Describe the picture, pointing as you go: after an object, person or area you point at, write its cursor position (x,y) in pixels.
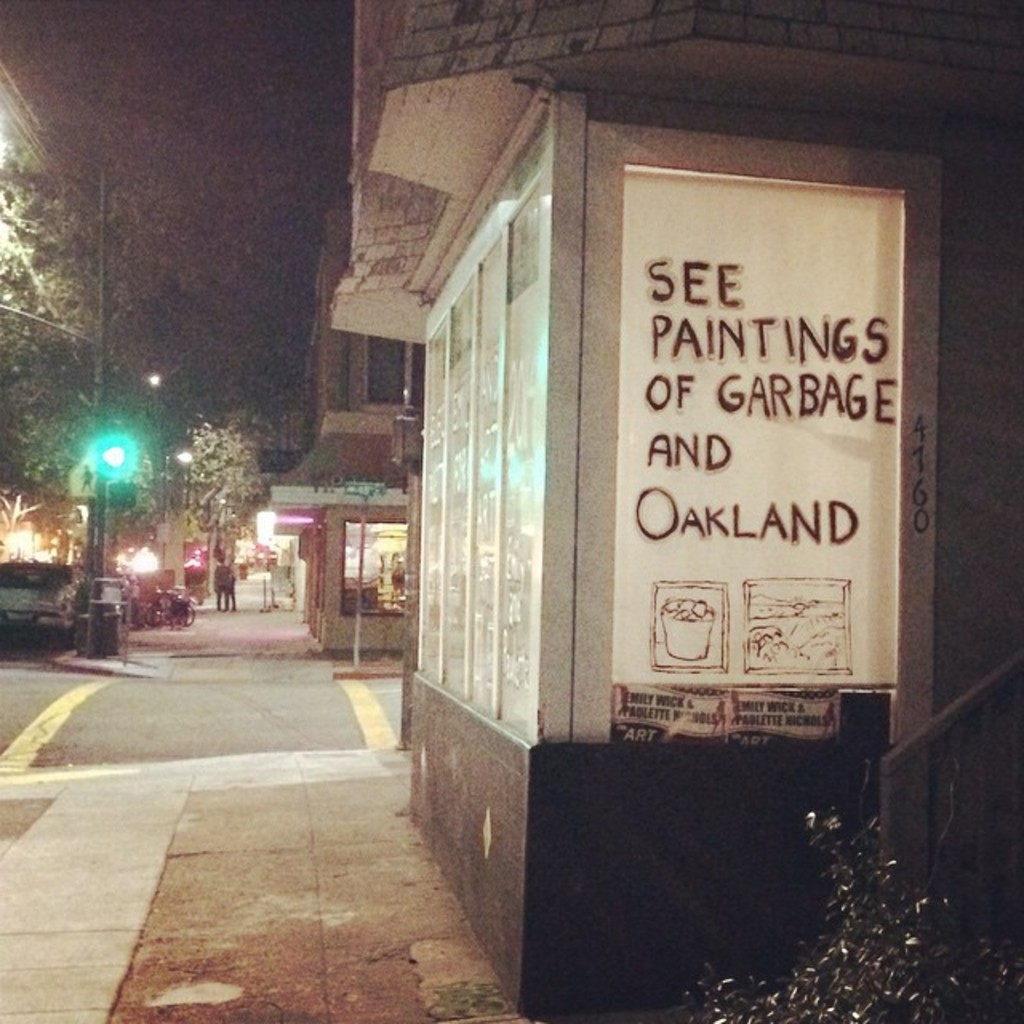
In the picture we can see a road (162,712) and beside it, we can see a pole (99,479) with a light (124,456) and a car (57,580) and near to the road (81,715) we can see a path (315,964) and a building (435,788) with glass window (454,664) and some white color board (633,357) on it written as see a painting of garbage and Oakland and in the background (324,655) we can see some buildings (329,643) and tree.
